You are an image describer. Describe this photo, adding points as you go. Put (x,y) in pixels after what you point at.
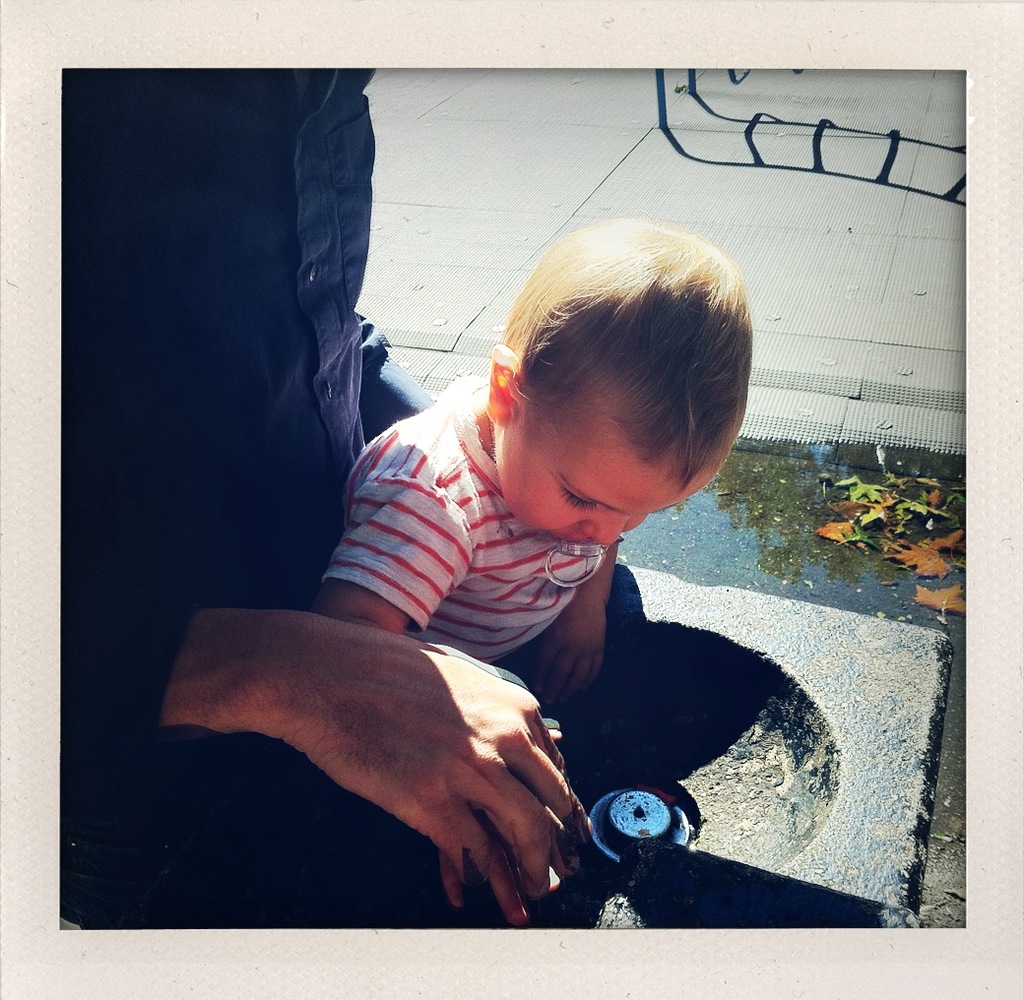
In this image, there are a few people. We can see the ground (895,443). We can see some water (898,473) with leaves (939,484). We can also see an object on the top right corner (745,75).
